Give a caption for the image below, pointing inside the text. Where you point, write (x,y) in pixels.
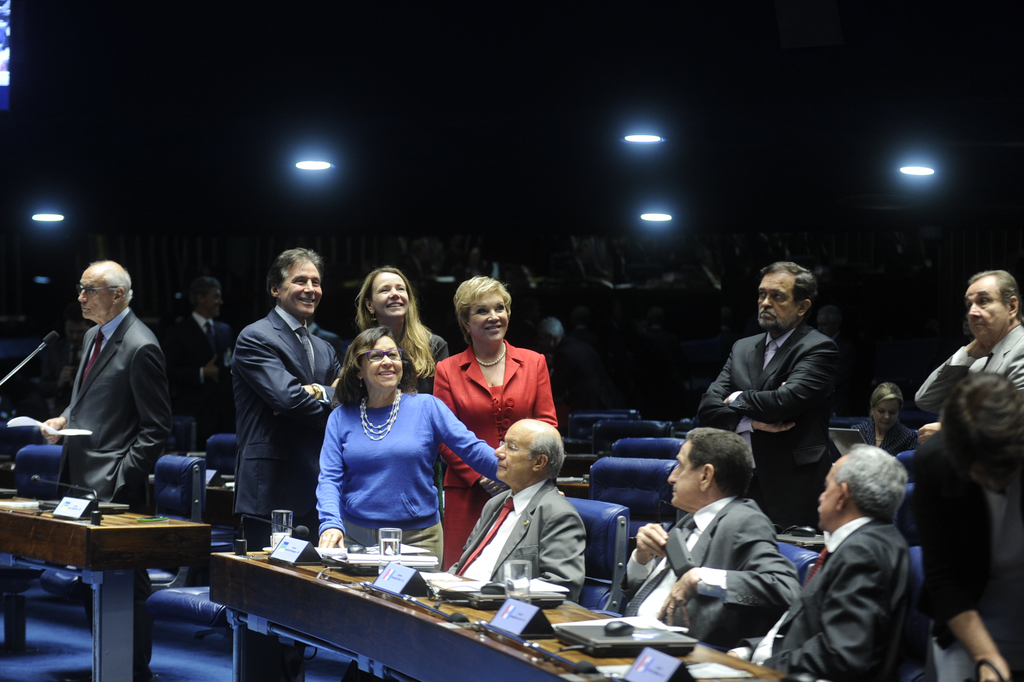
Here we can see people (946,618). Few people (838,581) are sitting on chairs (181,485). On this table (403,638) there are name boards (412,590), glasses (516,593) and things (430,590). These are lights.
